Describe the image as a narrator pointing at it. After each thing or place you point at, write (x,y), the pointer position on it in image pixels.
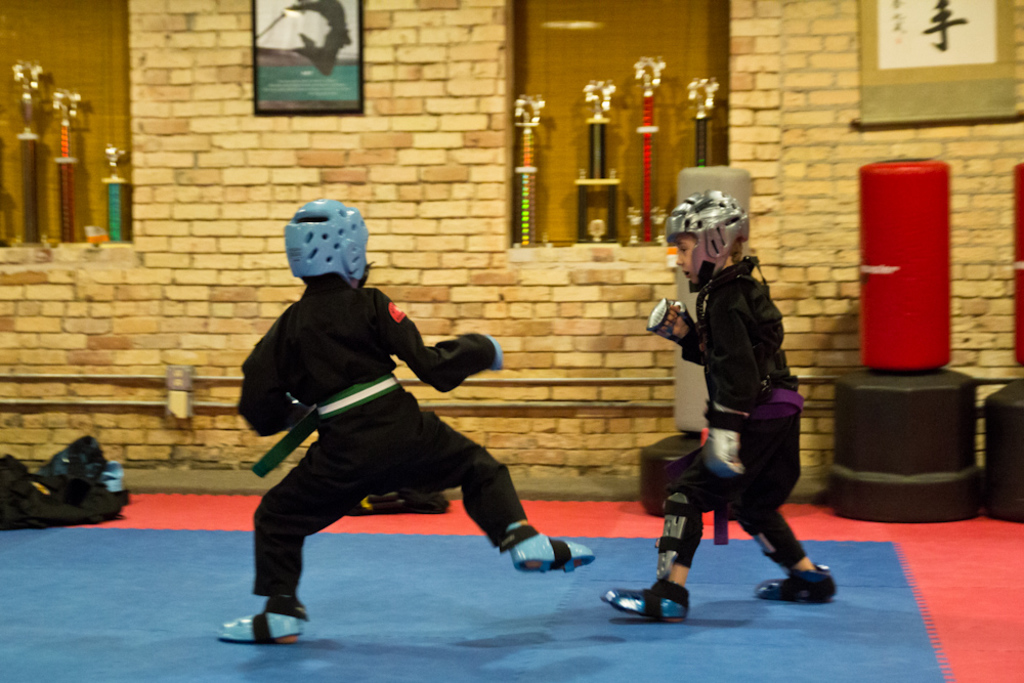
In the picture I can see two persons (405,433) are standing on the mat (460,621). These people (408,459) are wearing helmets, clothes (412,471) and some other objects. In the background (558,354) I can see a wall (230,162) which has photos (284,76) and some other objects (189,372) attached to the wall (443,191).
